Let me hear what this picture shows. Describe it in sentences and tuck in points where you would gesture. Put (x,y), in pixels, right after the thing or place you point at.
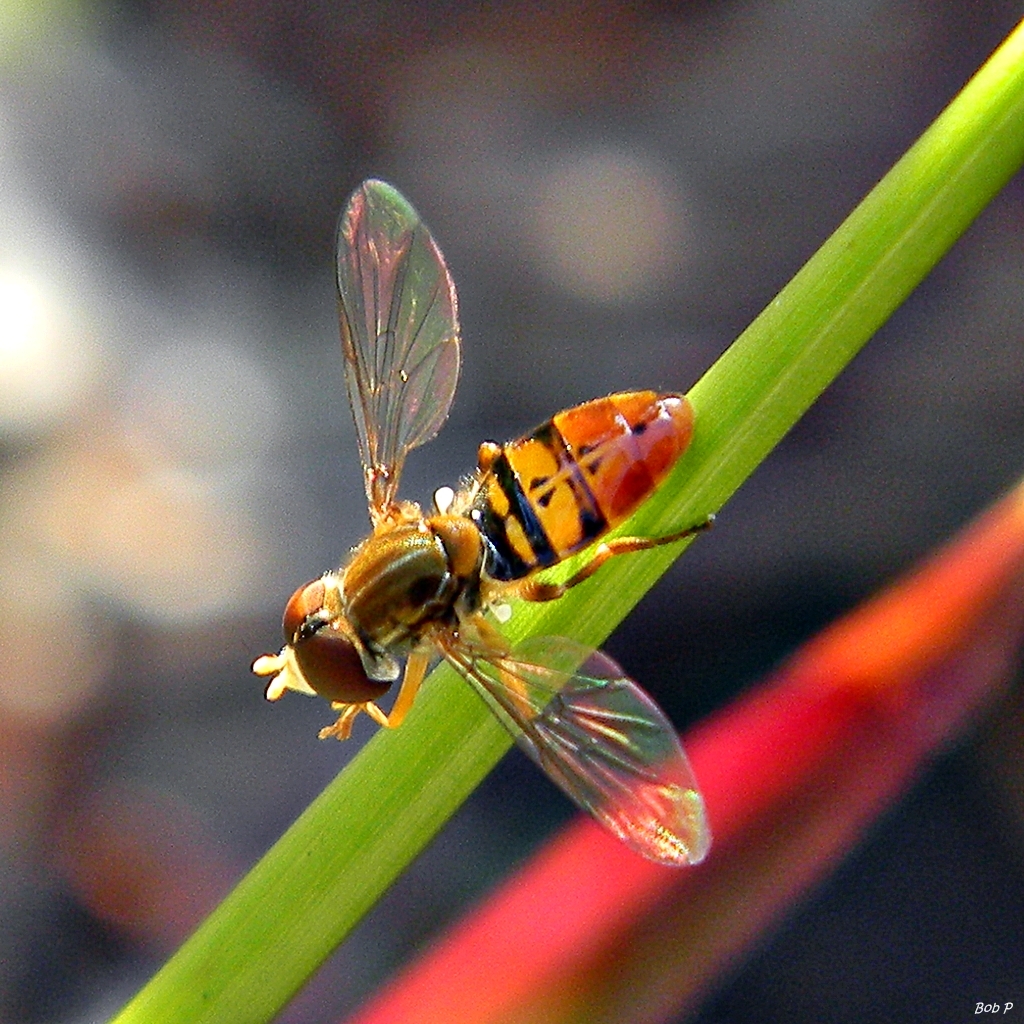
In this image we can see a hoverfly (575,452) on the stem (262,898).
